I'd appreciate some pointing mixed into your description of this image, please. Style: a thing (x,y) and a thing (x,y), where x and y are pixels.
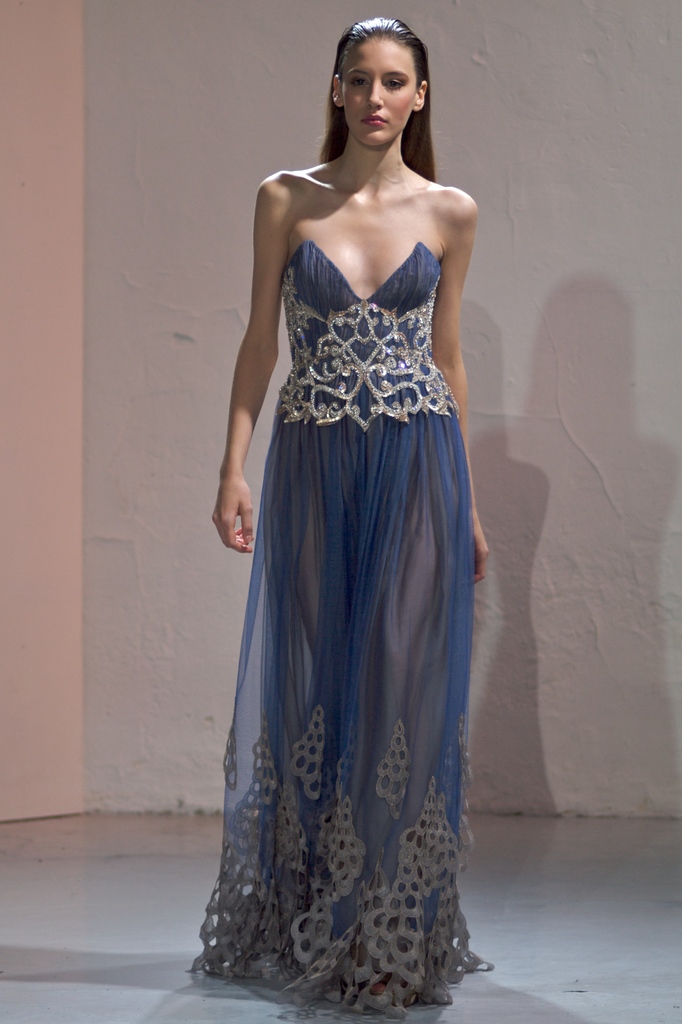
In this image we can see one woman (337,861) walking on the floor (110,999), one white wall (661,402) in the background (636,457) and one object (68,454) looks like a board (18,793) on the left side of the image (52,350).
